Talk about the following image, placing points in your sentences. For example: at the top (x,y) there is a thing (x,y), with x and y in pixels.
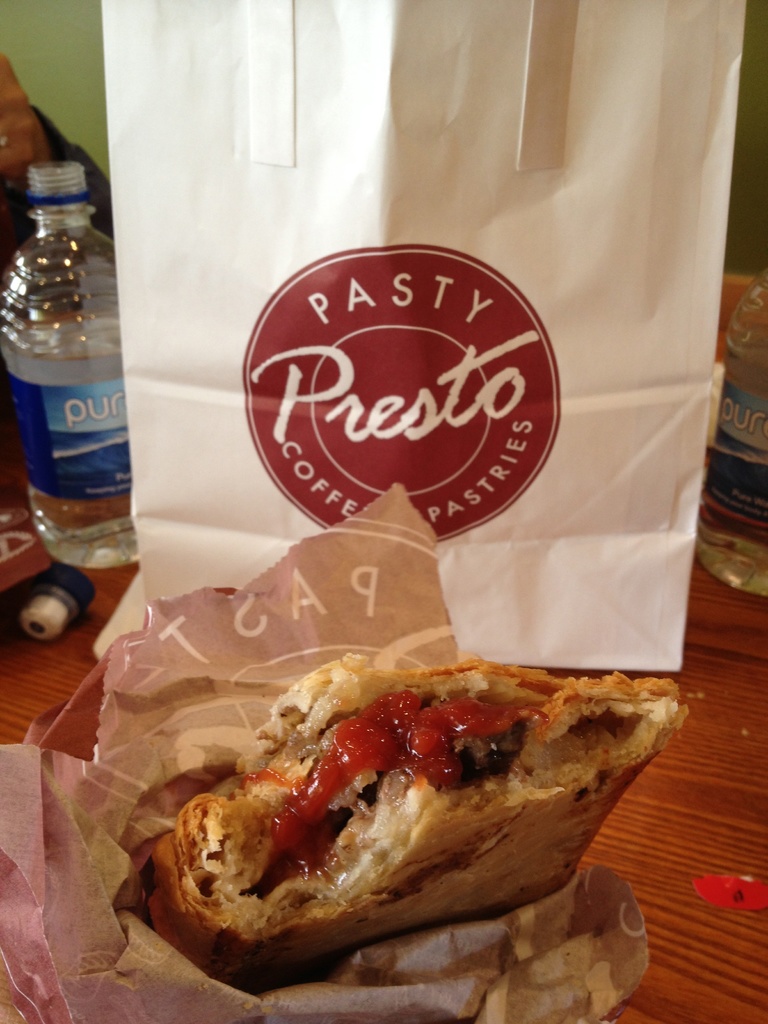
Here it's a food (647,720) and behind that there is a carry bag (618,511) with the name PASTY beside that there is a water bottle (107,464).
